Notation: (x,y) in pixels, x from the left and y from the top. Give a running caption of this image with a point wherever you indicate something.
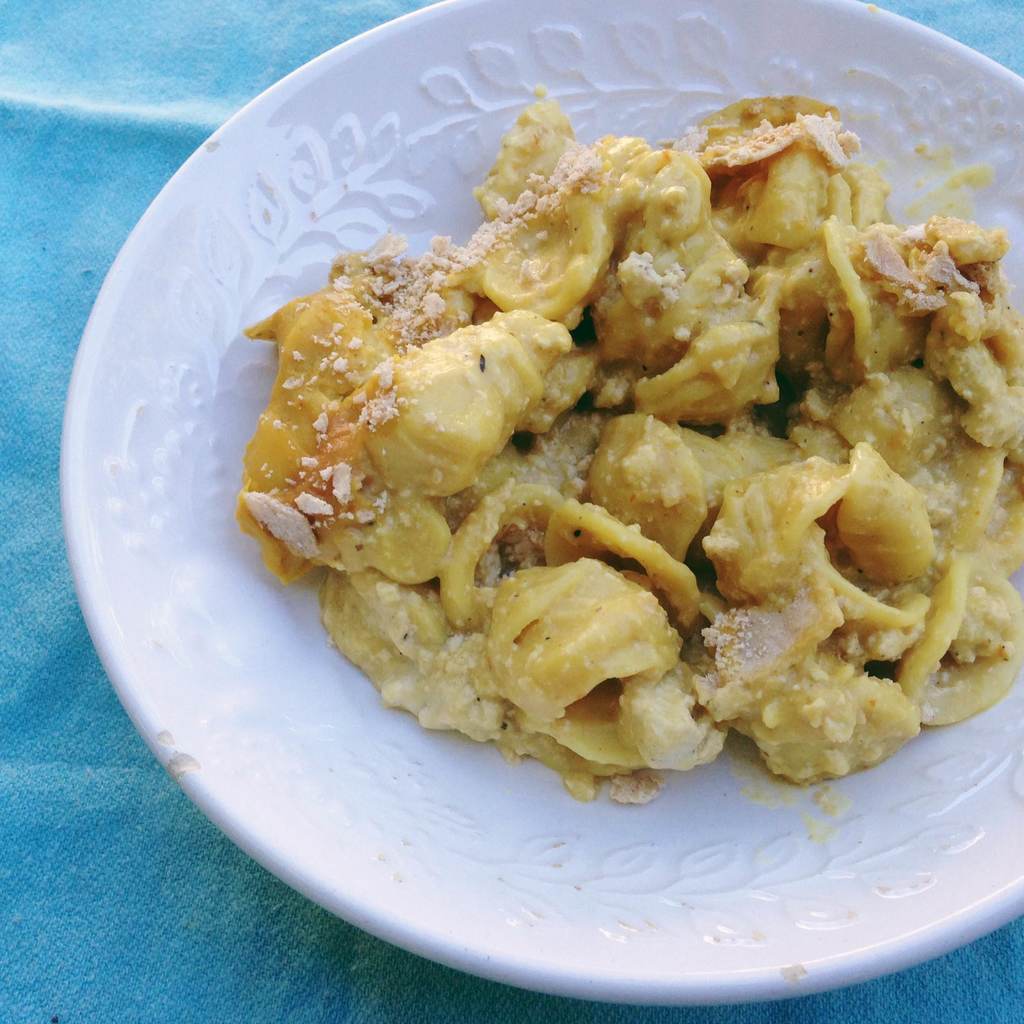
In this image I can see food items (639,378) on a plate (551,878) may be kept on a table (39,598). This image is taken may be in a room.
